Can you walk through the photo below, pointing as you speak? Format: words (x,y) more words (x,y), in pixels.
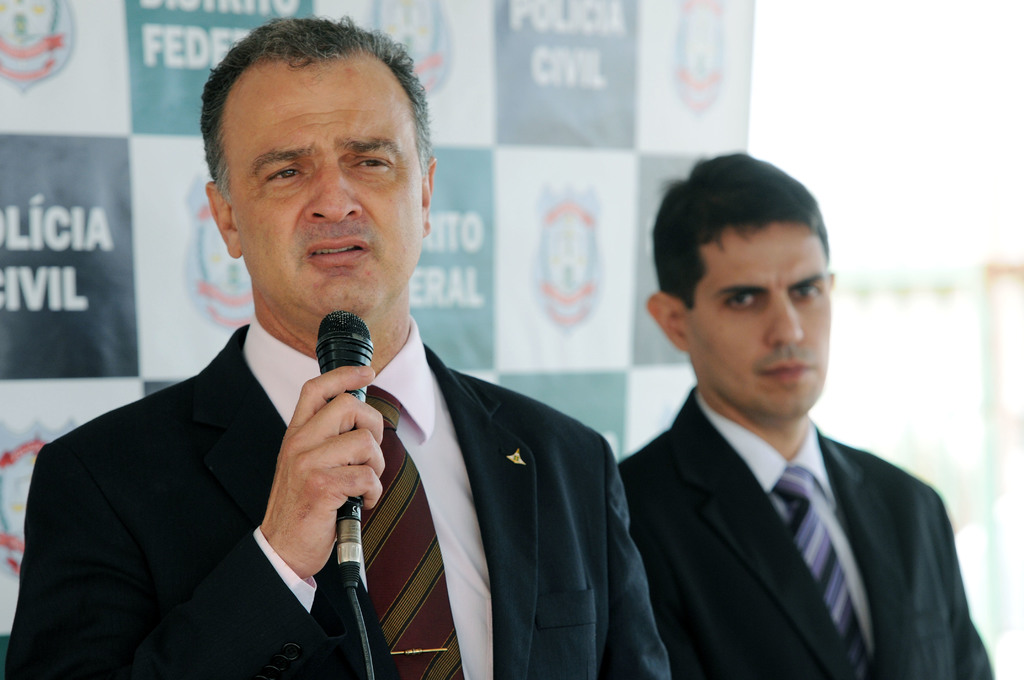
In this picture there is a man (455,495) wearing black suit (301,626) is holding a mic (344,538) in his hand (355,428). There is also another person (754,525) standing to the right side (787,577). A poster (470,54) is visible in the background (526,38).
